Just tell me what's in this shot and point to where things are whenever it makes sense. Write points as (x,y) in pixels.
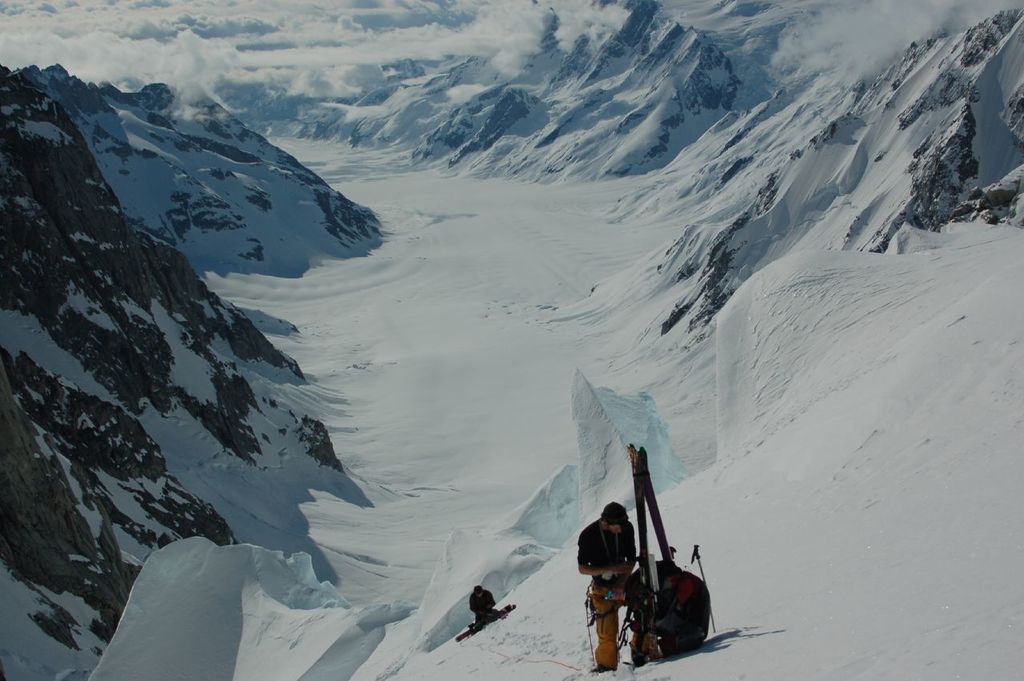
In this image, we can see the mountains (923,121) with snow (395,194). Here there is a fog (884,40). At the bottom (489,601), we can see two people (606,593) and some objects (659,609) are on the snow (565,627).
